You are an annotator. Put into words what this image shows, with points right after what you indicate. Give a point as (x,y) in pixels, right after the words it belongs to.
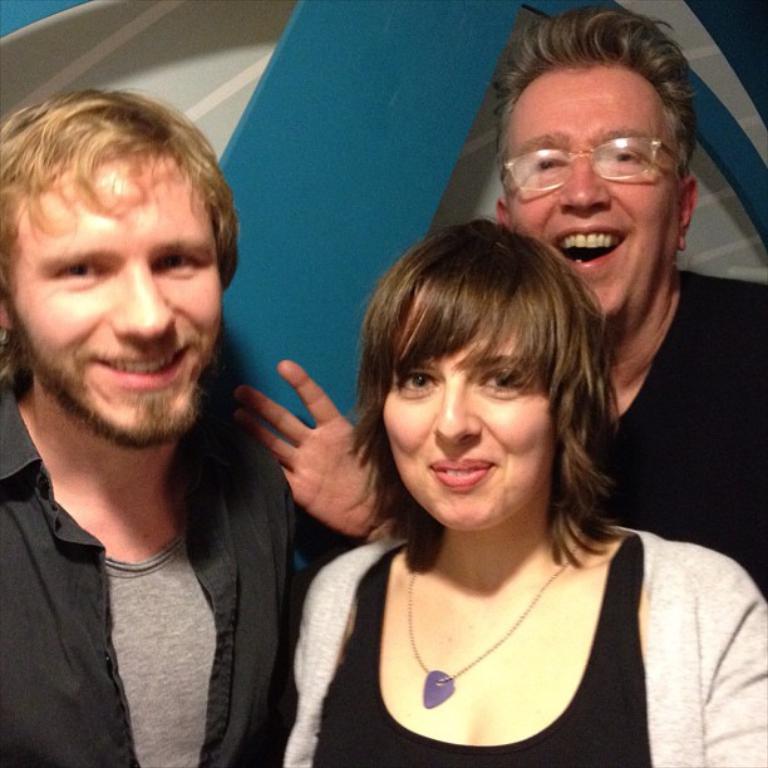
In the picture there are two men (655,329) and a woman (561,644), they are smiling. In the background (280,275) it is wall (358,169).
